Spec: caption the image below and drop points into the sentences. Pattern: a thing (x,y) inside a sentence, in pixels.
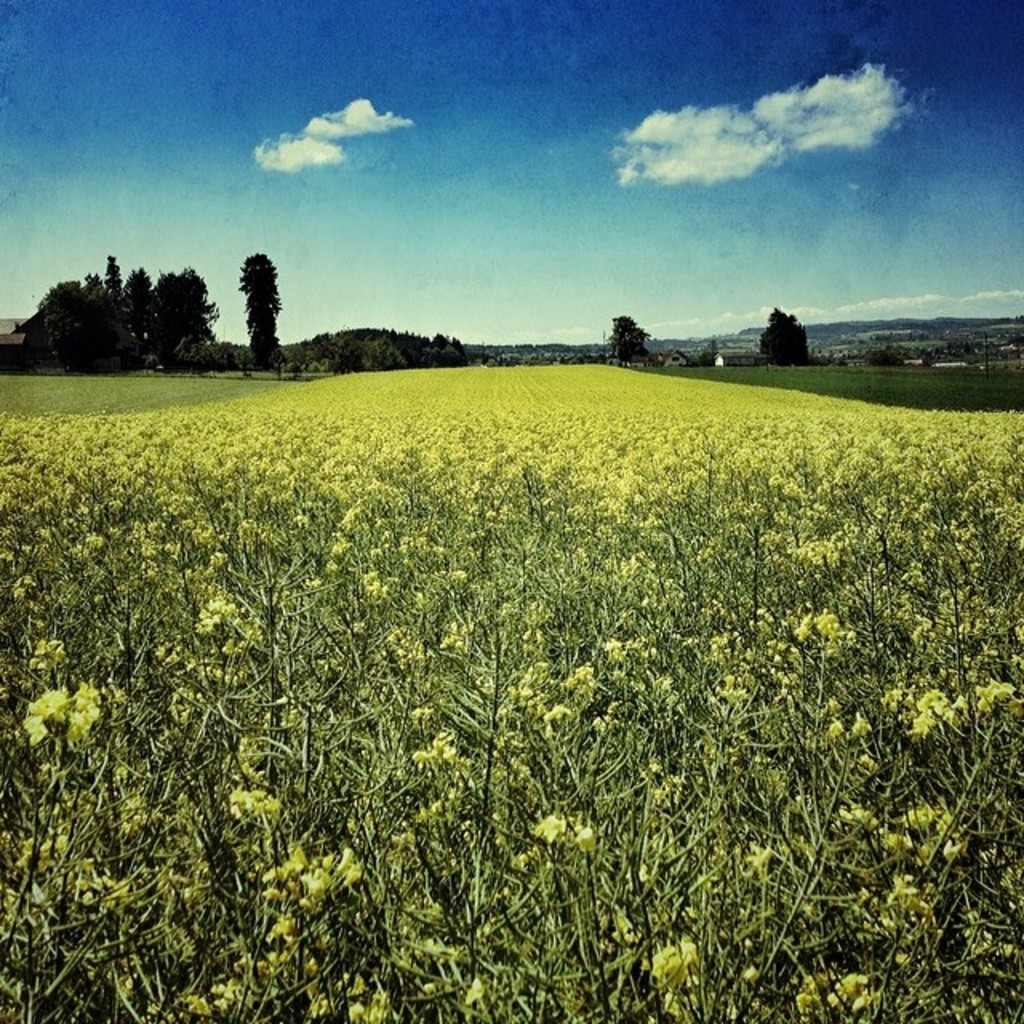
This picture is taken from the outside of the city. In this image, in the middle (444,394), we can see some plants (420,446) with flowers (404,498) which are in yellow in color. On the right side (775,325), we can see some trees (911,349), plants (848,407). On the left side (213,364), we can also see some trees (315,346) and plants (381,343). In the background (487,356), we can see some mountains (872,331). At the top (524,148), we can see a sky (457,62) which is a bit cloudy, at the bottom (953,1009), we can see a grass (955,1022).
